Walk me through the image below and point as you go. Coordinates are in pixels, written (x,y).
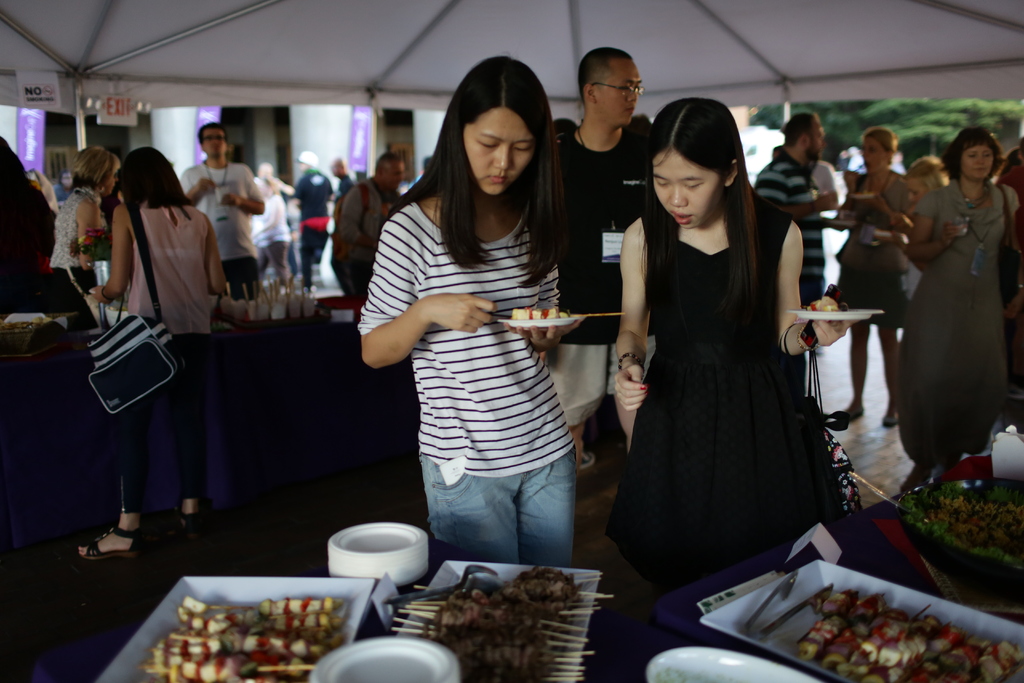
In this image under a tent (1015,27) there are many people (443,438) having food (862,612). They are holding plates (824,314). In the foreground (422,612) on a table (377,624) there are many platters (262,592), plates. On the platter (549,616) there are different kinds of food (829,607). In the background (985,164) there are many people (632,126), building (284,135), trees (871,123).
